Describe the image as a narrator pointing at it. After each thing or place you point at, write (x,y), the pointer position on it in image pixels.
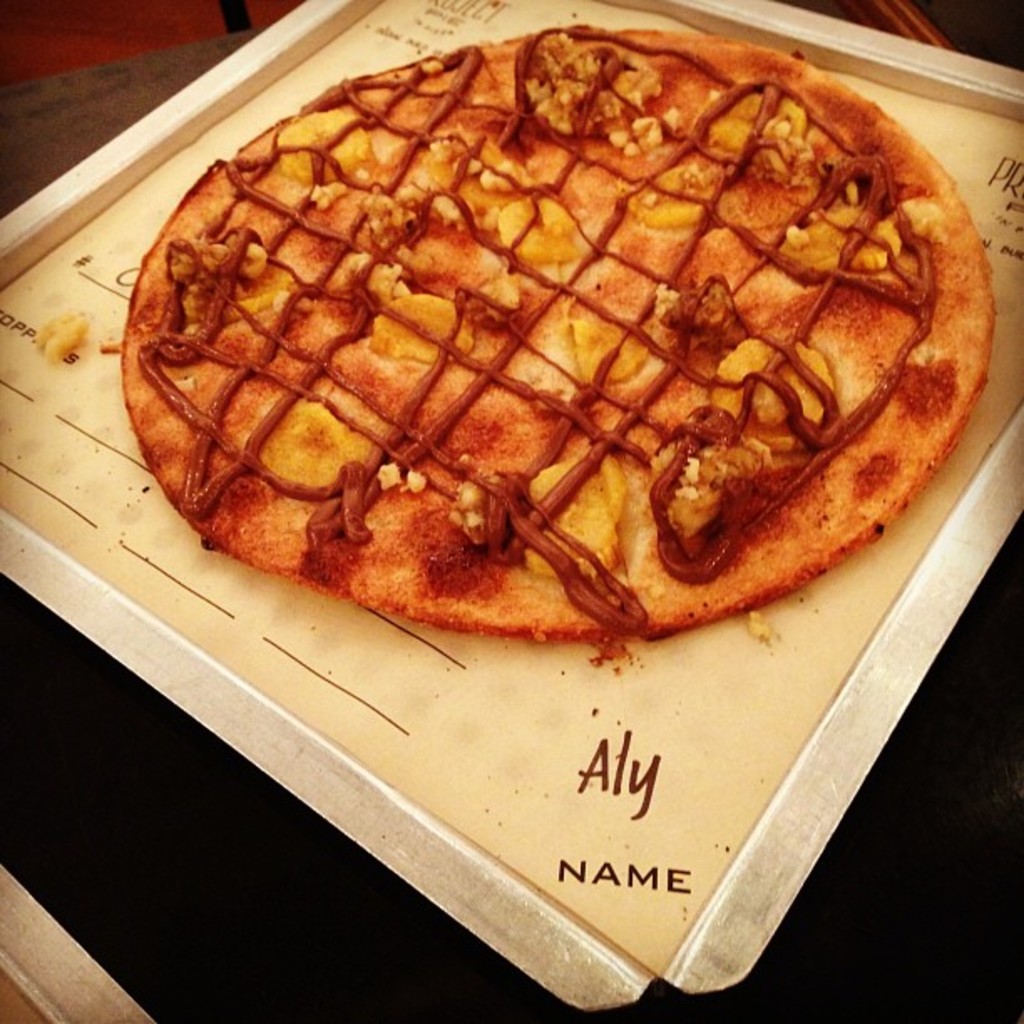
In this picture, we see a tray (150,655) containing pizza (418,539) is placed on the black table (283,858).
